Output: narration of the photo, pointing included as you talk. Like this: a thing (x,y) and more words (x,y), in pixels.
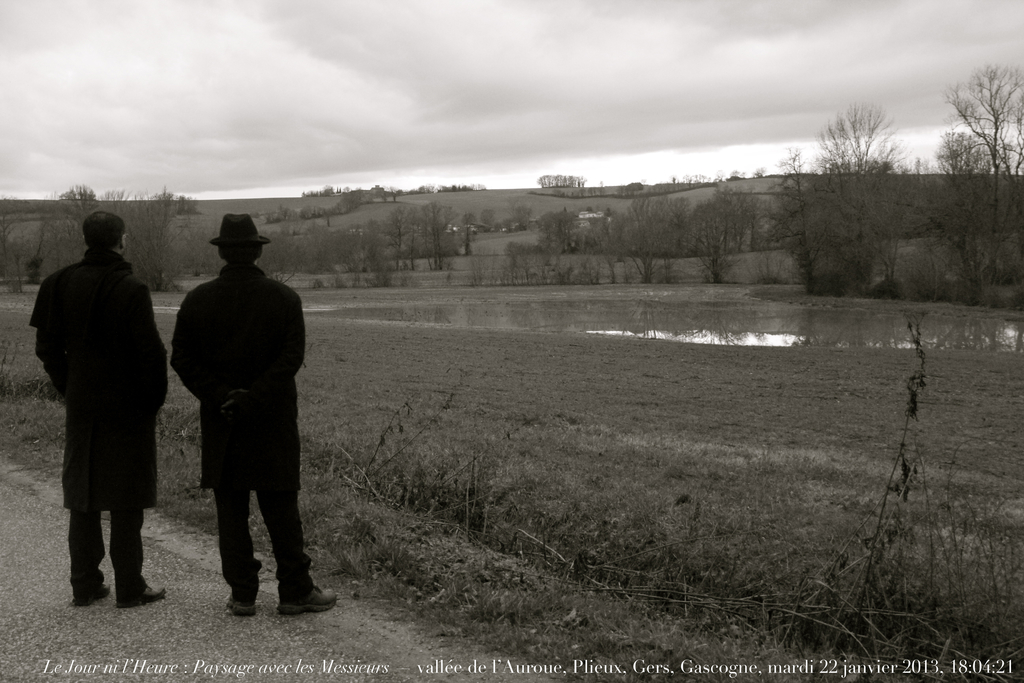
This picture is clicked outside. On the left (141,324) we can see the two persons (206,354) standing on the ground (356,579) we can see a water body (859,336), grass (779,362), plants (351,244) and trees (703,235). In the background (732,78) we can see the sky (724,78). At the bottom (359,673) there is a text (871,666) on the image and we can see the numbers (986,666) on the image.
